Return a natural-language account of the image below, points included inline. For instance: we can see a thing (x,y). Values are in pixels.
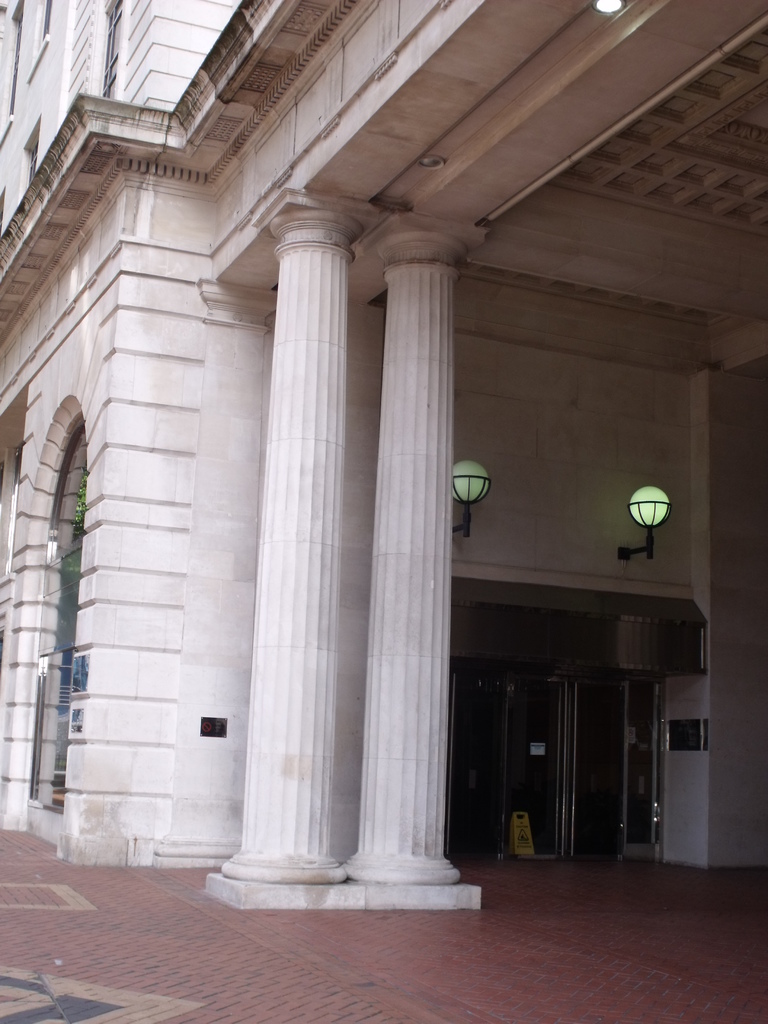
In the center of the image (264,373) there is a building (196,405), wall (208,425), lights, pillars (420,368), glass door (607,801) etc.
